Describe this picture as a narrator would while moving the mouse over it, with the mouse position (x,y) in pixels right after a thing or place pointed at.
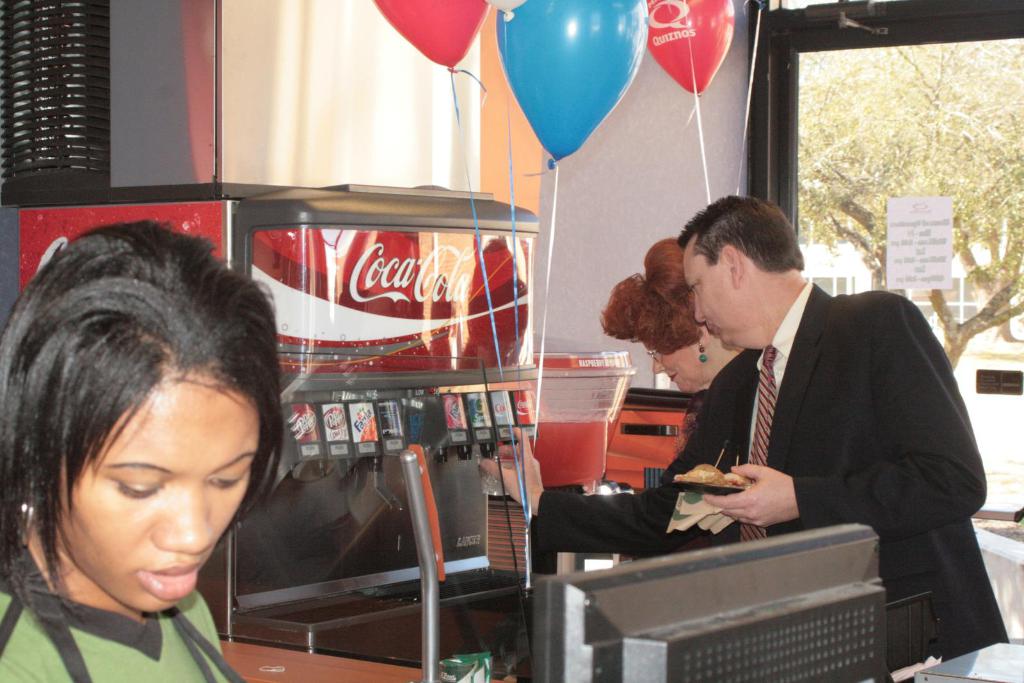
On the left side of the image (238,325) there is a person (123,423). Behind her there is a table (274,657). On top of it there are some objects (745,593). There is a person (724,391) holding a food item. Behind him there is another person (721,357). In front of them there is a soft drink machine (375,514). there are balloons (714,28). In the background of the image (629,150) there is a wall (659,148). There is a curtain (396,93). There is a poster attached to the glass window (989,110). Through the glass window (926,162) we can see trees (982,312) and buildings (867,272).
